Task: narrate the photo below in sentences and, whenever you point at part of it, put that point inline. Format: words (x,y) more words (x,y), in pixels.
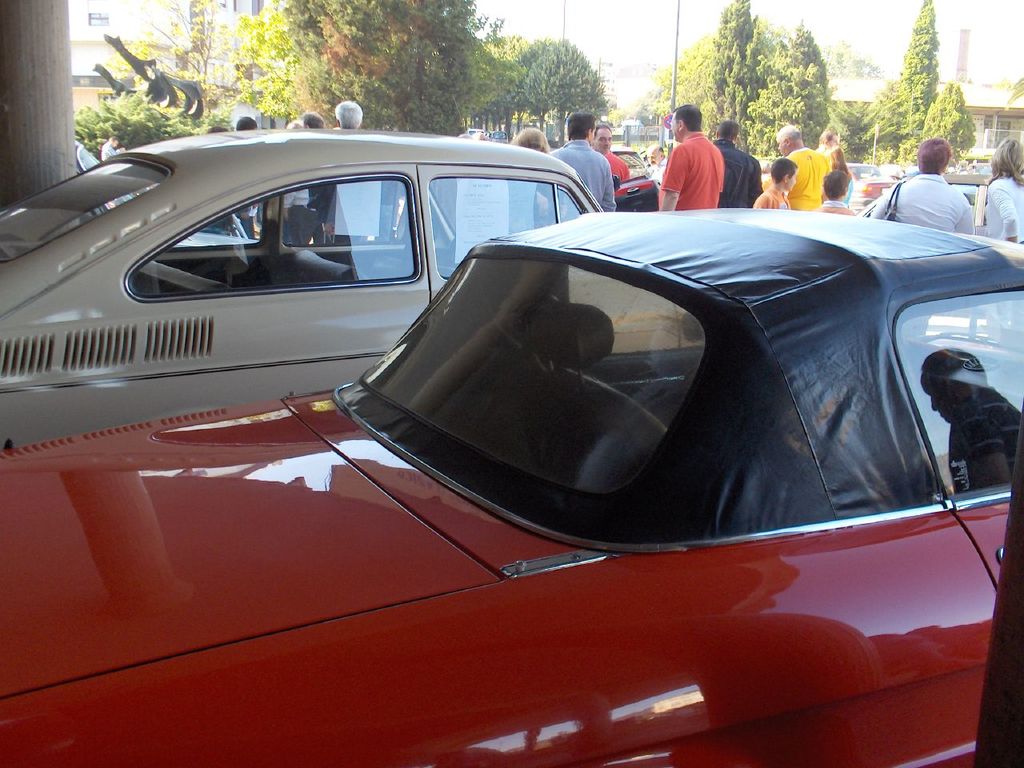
In the foreground of this image (416,605), there are two cars (166,397) one is red in color and another is white in color. In the background (658,149), there are persons (351,123) standing and there are also trees (478,71), poles (678,44) and few buildings (1004,120) in the background (901,111).
